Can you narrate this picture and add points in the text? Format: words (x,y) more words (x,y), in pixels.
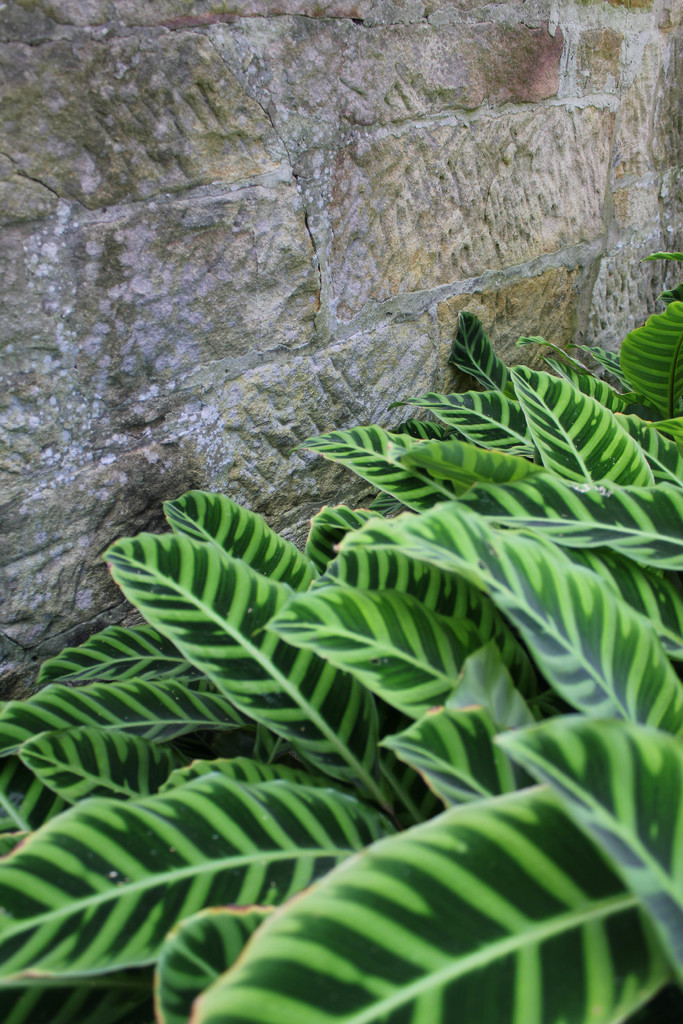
In this image there are plants (462,733) towards the bottom of the image (292,816), there is a wall (288,194) towards the top of the image (320,261).
